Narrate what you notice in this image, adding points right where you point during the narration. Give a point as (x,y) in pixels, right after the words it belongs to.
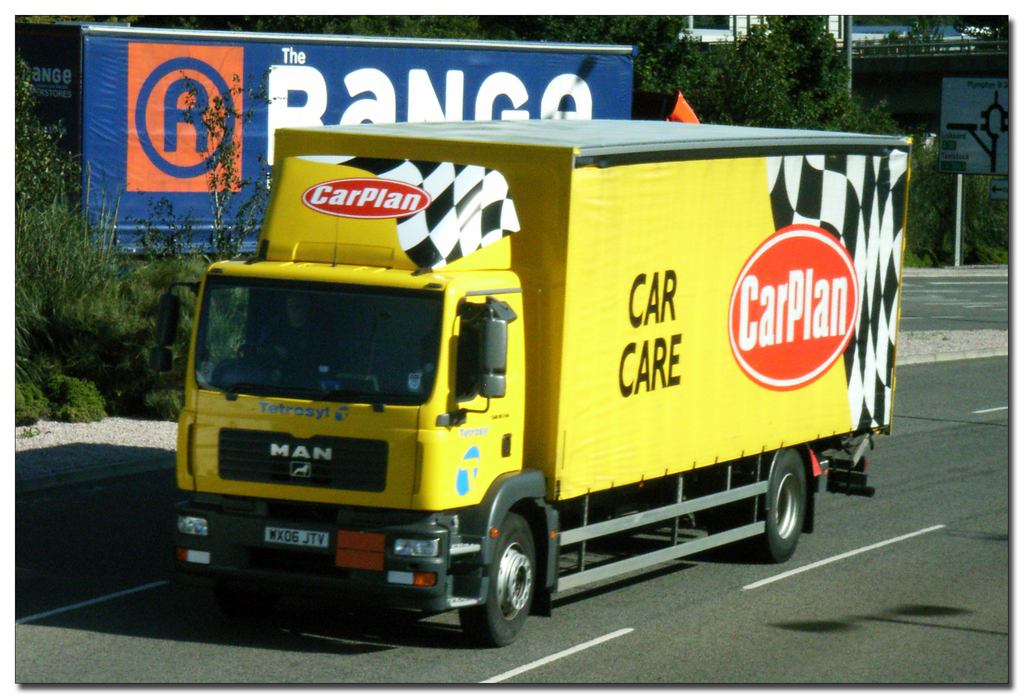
In the center of the image (431,418), we can see a vehicle (645,435) on the road (944,491) and in the background (787,66), there are trees (812,42), buildings (713,27) and there are boards (959,130).
